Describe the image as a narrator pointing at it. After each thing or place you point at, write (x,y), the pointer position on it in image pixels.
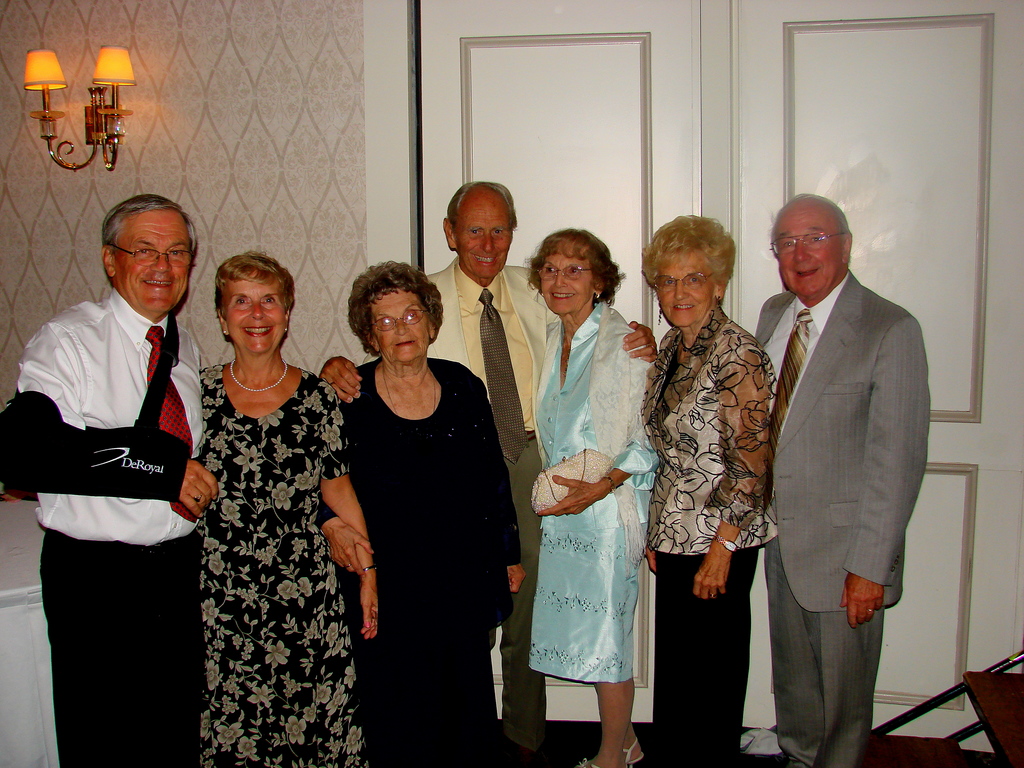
In this image I can see people (288,394), wall (236,200), door (728,128) and objects (1014,730). Lights (120,66) are on the wall (285,119). Among them one person (589,421) is holding a purse (591,467).
